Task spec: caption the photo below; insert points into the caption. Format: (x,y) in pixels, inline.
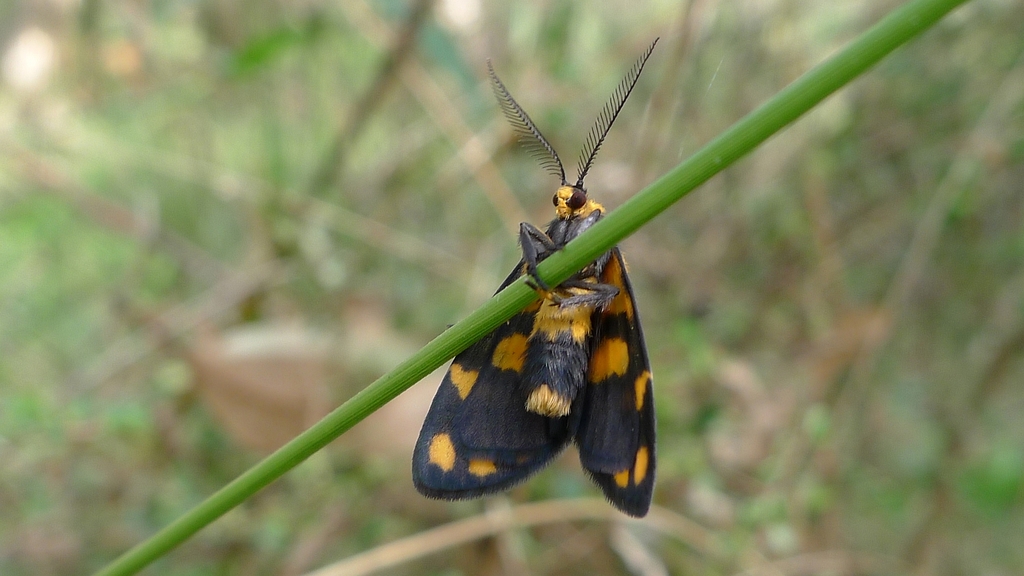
In this images I can see an insect (500,348) on a stem (356,411). The background (79,417) is blurred.
